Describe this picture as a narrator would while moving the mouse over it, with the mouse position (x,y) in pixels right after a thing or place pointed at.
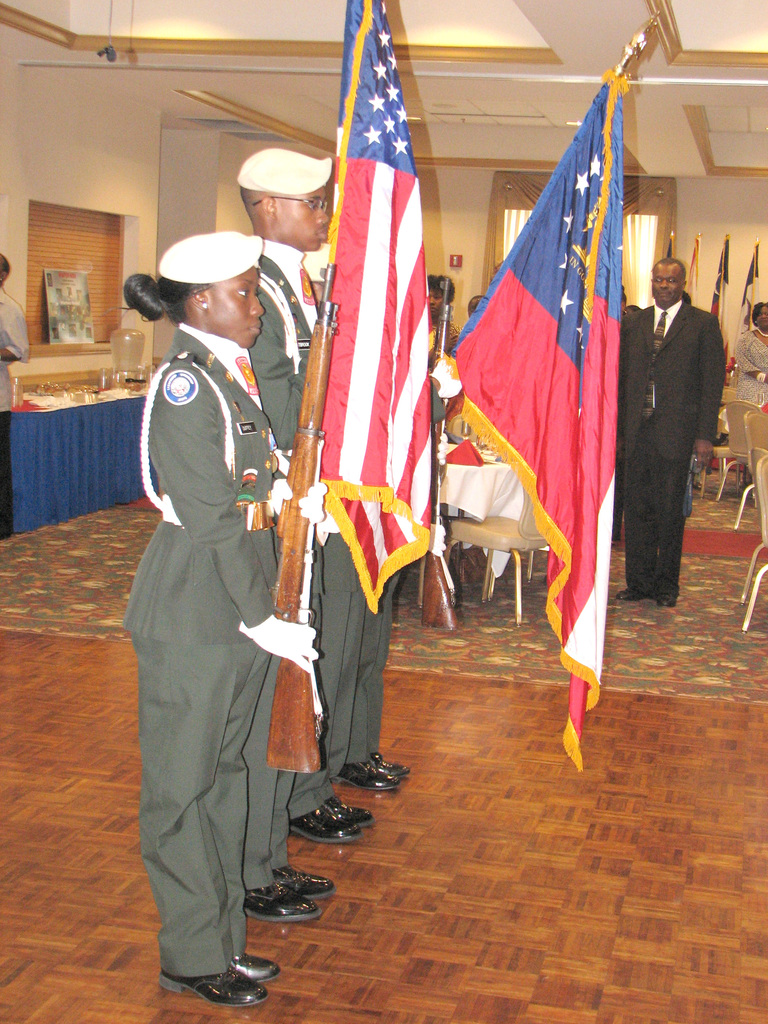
In the picture we can see a man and a woman (235,658) standing in uniforms (146,727), holding guns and flags (561,281) in their hands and beside them we can see some people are also standing and we can see man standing in blazer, tie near to him we can see a table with white cloth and behind them we can see some chairs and some flags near the wall (18,217) and on the other side of the wall (125,239) we can see a table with blue color cloth (54,500) on it.
